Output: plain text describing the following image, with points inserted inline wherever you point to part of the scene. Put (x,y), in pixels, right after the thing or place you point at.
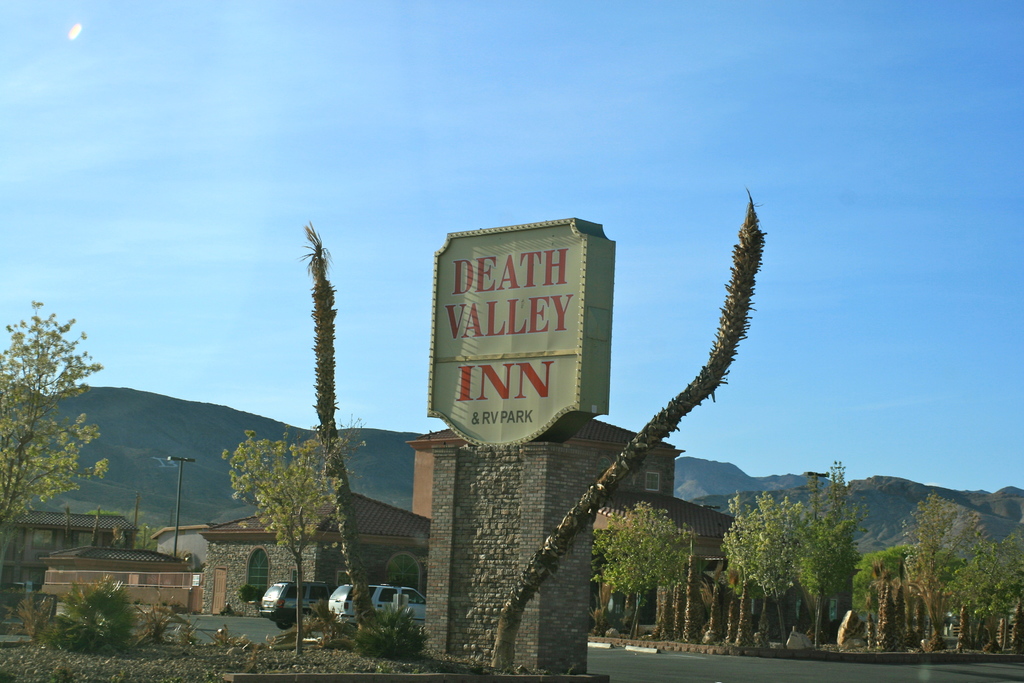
In this picture we can see a name board (547,294), trees (944,555), buildings (329,537) with windows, pole (177,538), vehicles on the road (688,674) and in the background (203,490) we can see hills (779,488), sky (154,186).
